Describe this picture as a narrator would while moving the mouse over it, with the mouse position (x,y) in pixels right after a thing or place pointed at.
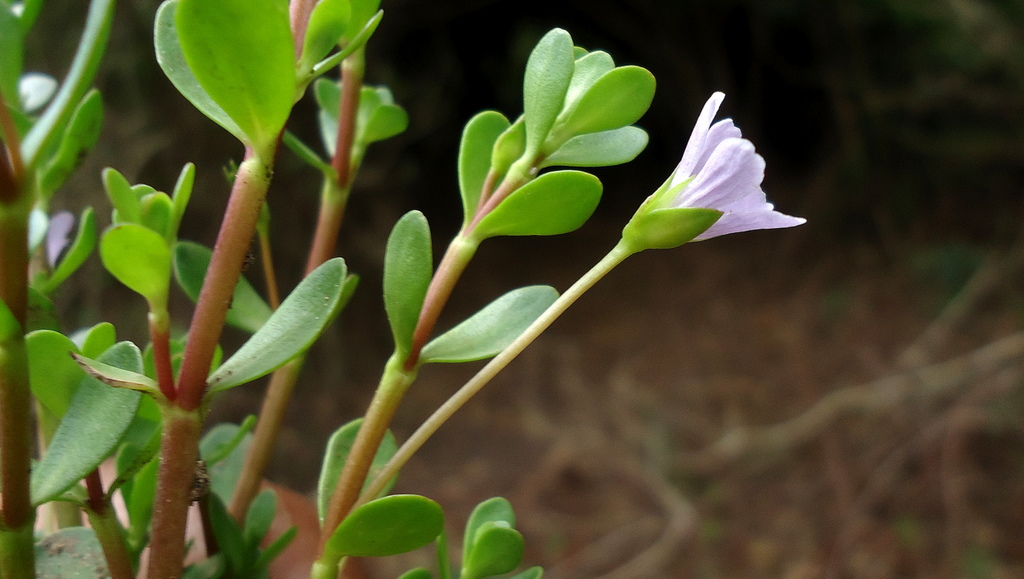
Here we can see plants (494,328) and a flower (688,171). There is a blur background (953,212).
